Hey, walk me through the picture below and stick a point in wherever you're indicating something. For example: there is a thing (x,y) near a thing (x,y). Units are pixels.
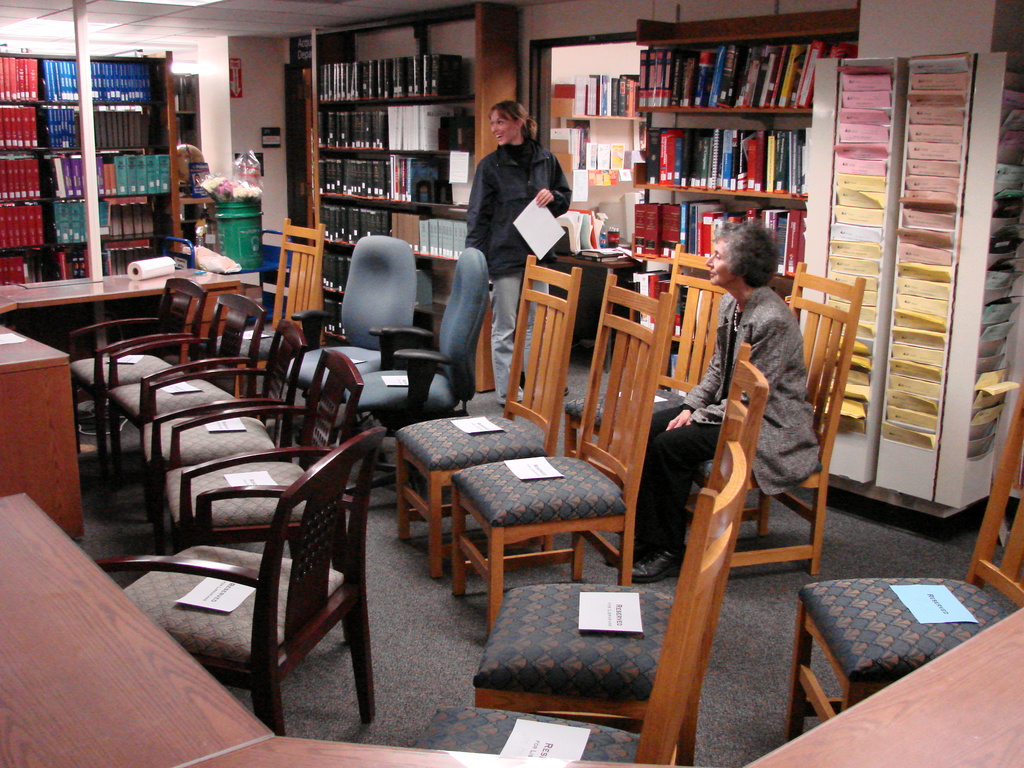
In this image i can see two women (759,303) among them a woman (764,331) is sitting on a chair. I can also see there are couple of chairs (352,565), few tables (32,641) and shelves (702,188) on the floor (126,537).
